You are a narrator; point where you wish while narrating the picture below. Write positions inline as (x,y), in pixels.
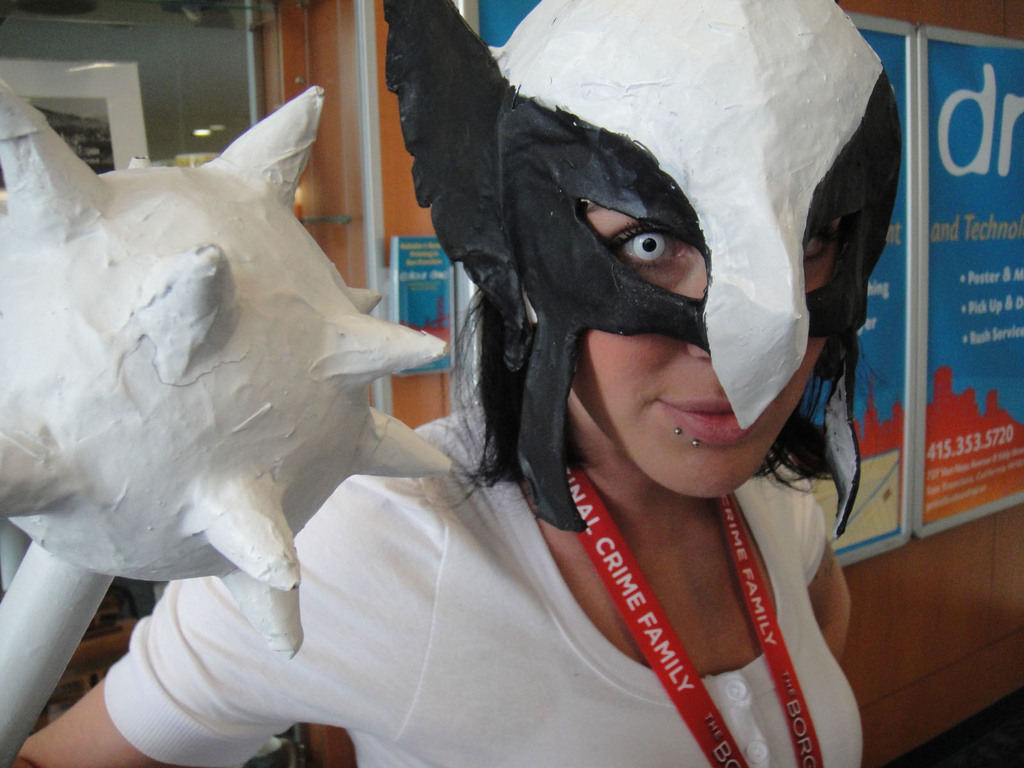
Here we can see a woman (632,686) and she wore a mask (628,101). She is holding an object (224,407) with her hand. In the background (89,675) we can see boards (901,426), glass (344,32), and wall (997,642).
